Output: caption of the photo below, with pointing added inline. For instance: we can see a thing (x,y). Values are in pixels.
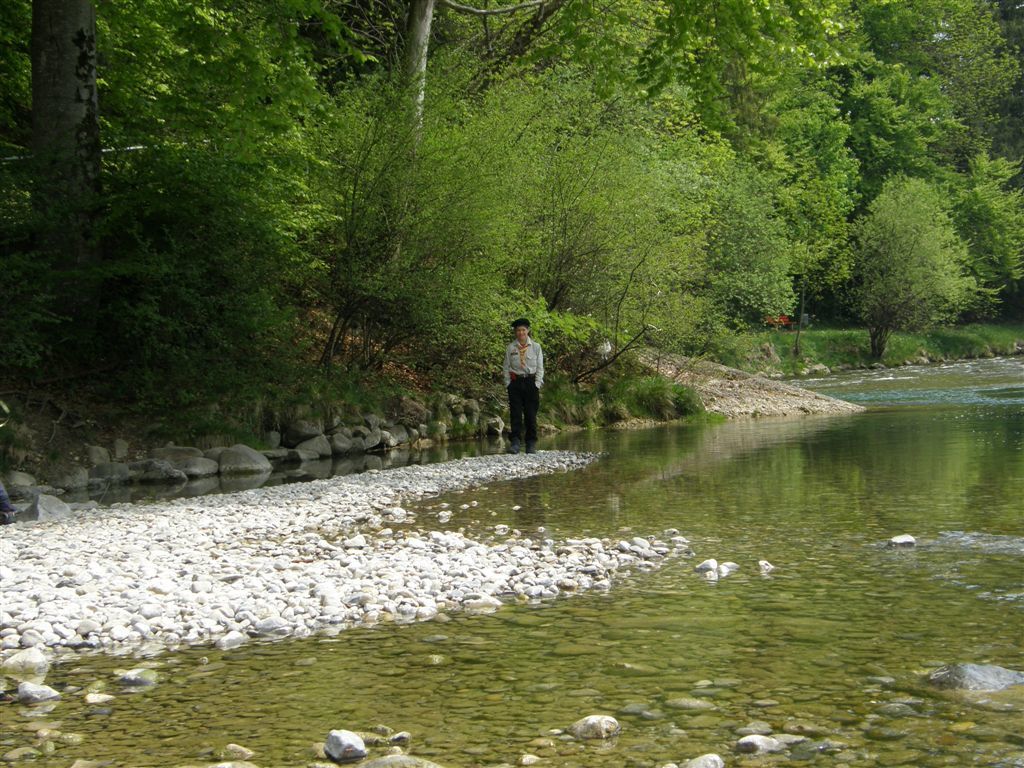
This image is taken outdoors. In the background (449,245) there are many trees (397,144) and plants (301,137) with leaves (291,276), stems (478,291) and branches (659,285). At the bottom of the image (694,706) there is a pond (349,700) with water (823,636). There are many stones (251,542) and pebbles (638,543). In the middle of the image (527,393) a man (536,346) is standing on the ground (536,473).
